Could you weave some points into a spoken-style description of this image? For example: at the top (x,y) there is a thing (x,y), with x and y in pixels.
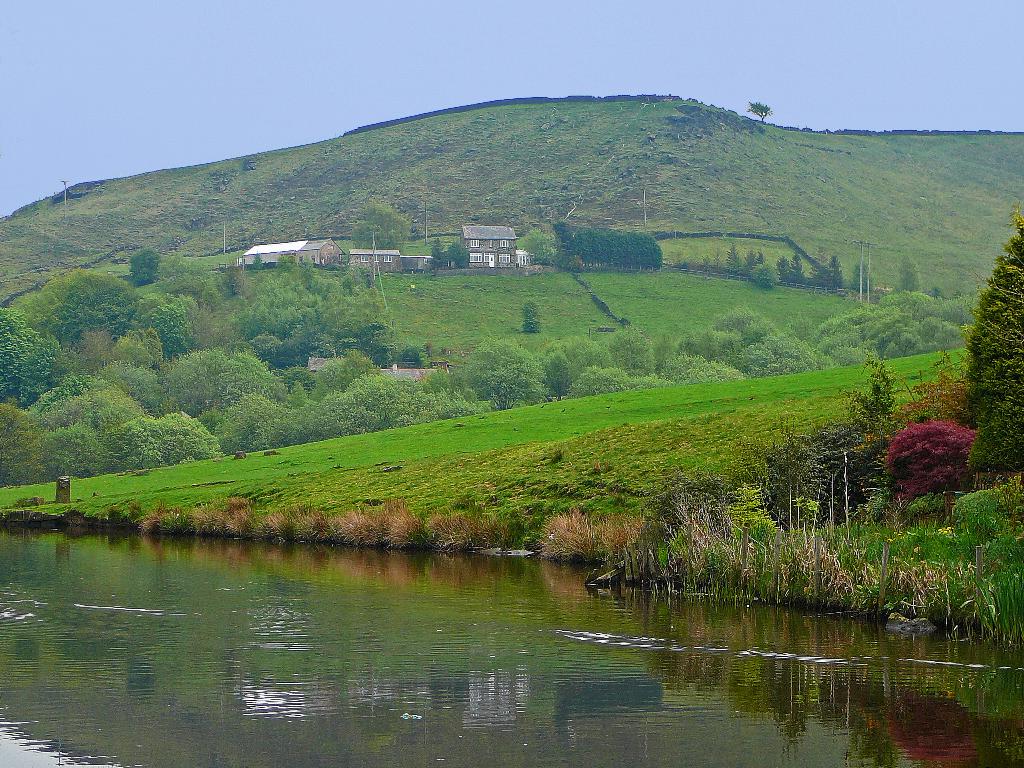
In this image few buildings (398,260) are on the grassland (467,289) having few trees (262,351). Behind there is a hill (554,177). Right side (975,509) there are few plants (843,477) and trees (957,480) on the grassland (429,531). Bottom of the image (324,662) there is water (387,614). Top of the image (643,60) there is sky (575,54).
